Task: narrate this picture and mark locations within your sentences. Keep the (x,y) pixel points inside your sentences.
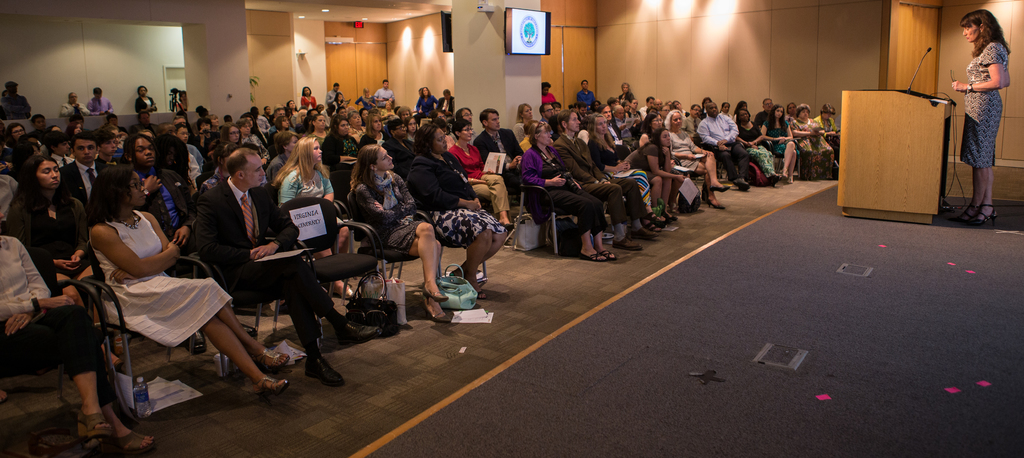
In this picture I can see group of people (511,164) sitting on the chairs (329,275). There are paper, bags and some other objects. There is a woman (974,45) standing near the podium (877,142) and there is a mike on the podium (864,127), and in the background (516,26) there are televisions (521,49) attached to the pillar (524,77) and there are lights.
